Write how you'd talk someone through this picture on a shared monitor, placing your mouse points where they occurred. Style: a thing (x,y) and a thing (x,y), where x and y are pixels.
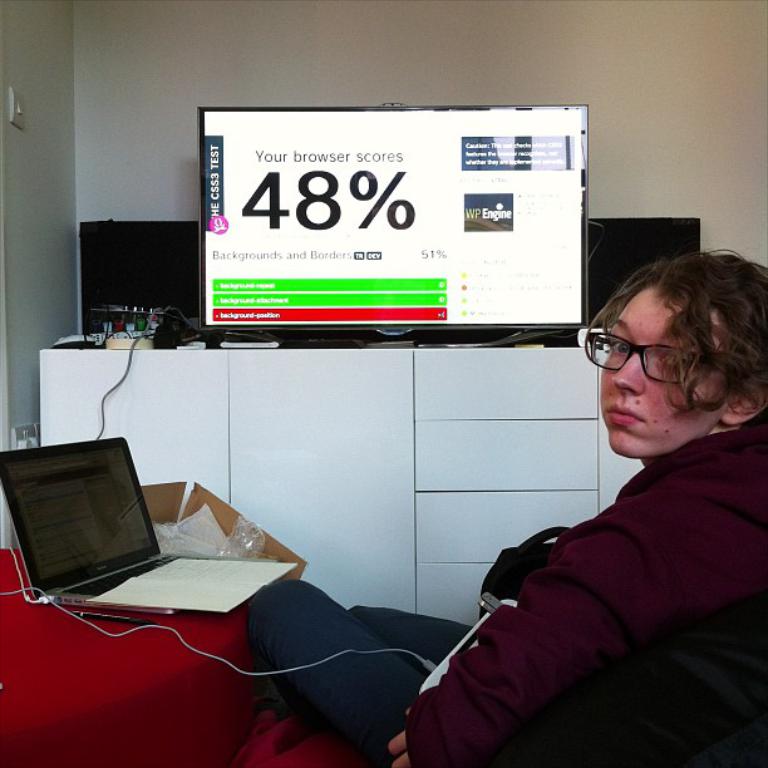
In this image we can see a person (577,596). There is a television (369,233) in the image. There is a laptop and few other objects (219,585) in the image. We can see the wall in the image. There is a power socket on the wall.
